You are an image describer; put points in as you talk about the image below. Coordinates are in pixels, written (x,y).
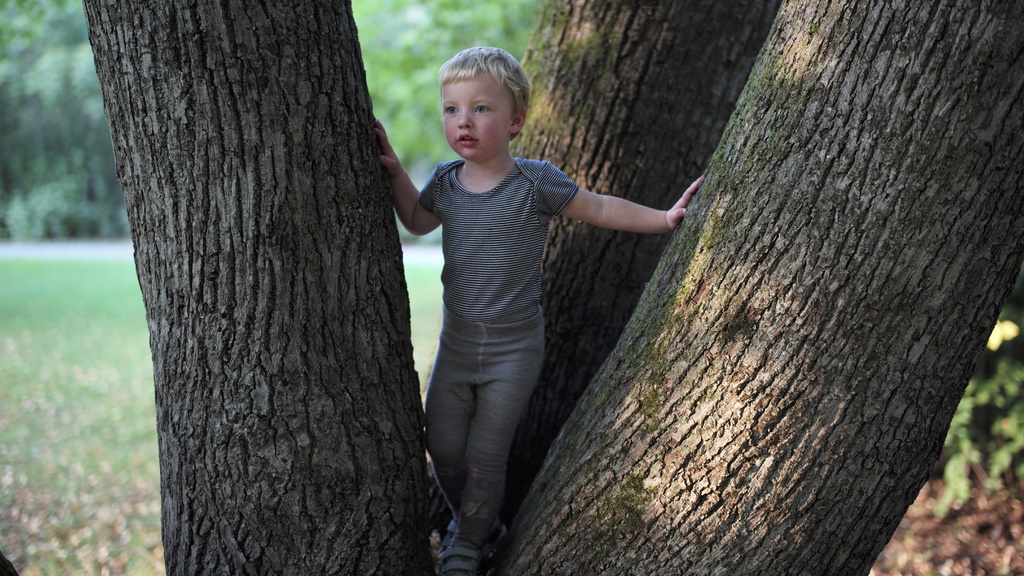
Here in this picture we can see a child (502,171) standing on the tree (427,497), as we can see the trunks (402,390) of the tree (197,315) present on the ground (135,475) over there and we can see the ground (125,405) is fully covered with grass (126,398) over there and in the far we can see plants (85,230) and trees (67,118) present all over there.
